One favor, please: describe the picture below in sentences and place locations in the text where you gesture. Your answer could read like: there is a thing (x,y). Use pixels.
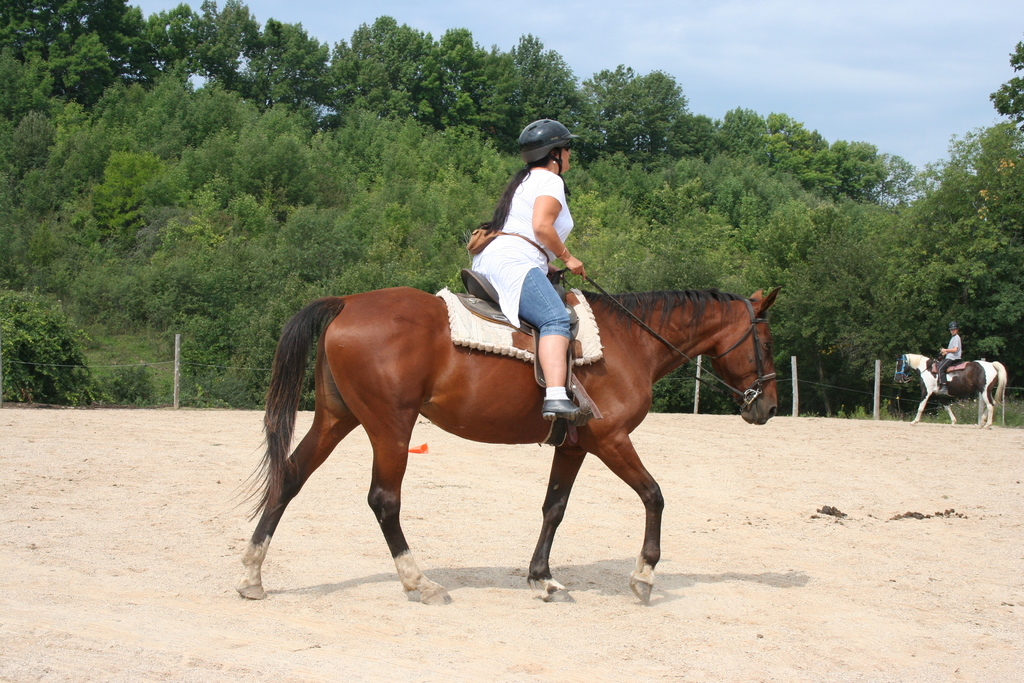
In this image we can see a woman (564,249) wearing a white dress (489,272), helmet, socks (554,402) and shoes (562,402) are sitting on the horse (641,333) and riding in the sand (835,501). Here we can see another person (941,382) sitting on the horse (972,377), we can see the fence (87,367), trees (574,214) and the cloudy sky (783,82) in the background (786,94).
